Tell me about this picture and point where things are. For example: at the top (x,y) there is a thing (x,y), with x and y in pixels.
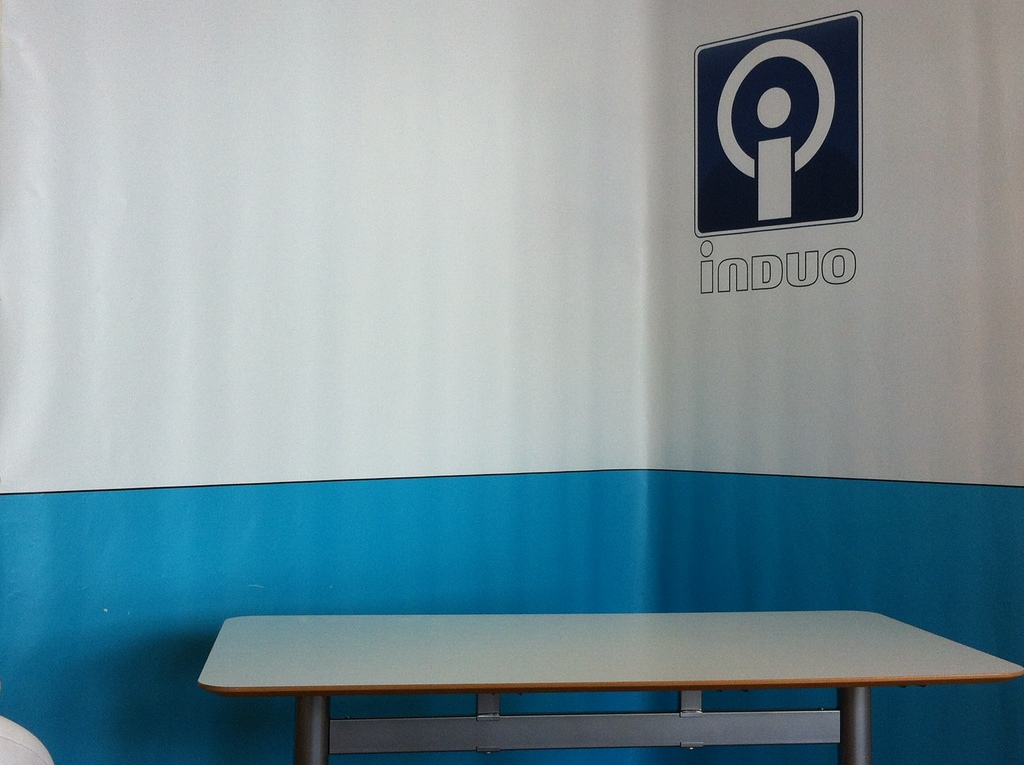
In this image, I can see a table (487,654). This looks like a wall (491,325) with a logo (759,161) and name (828,257) on it. This wall (149,335) is white and blue in color.
